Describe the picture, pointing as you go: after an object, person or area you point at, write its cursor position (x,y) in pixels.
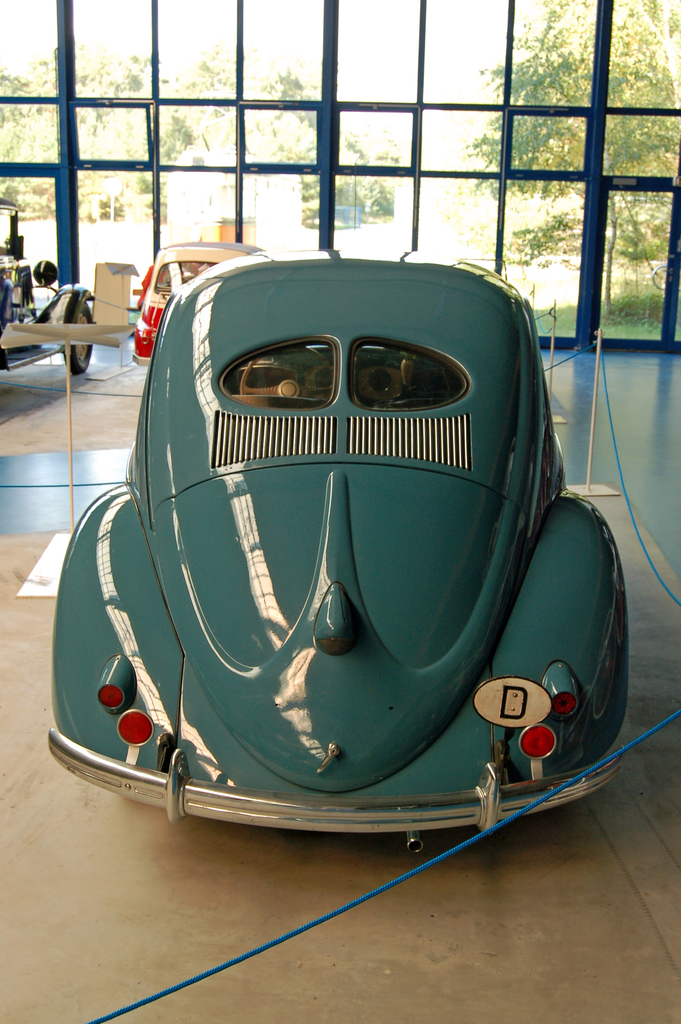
In this image I can see the vehicles (241,250) inside the building (242,28). I can see these vehicles (145,406) are in red, white and green color. In the background (456,216) I can see the glass (456,216). Through the glass (544,263) I can see many trees (546,147).
